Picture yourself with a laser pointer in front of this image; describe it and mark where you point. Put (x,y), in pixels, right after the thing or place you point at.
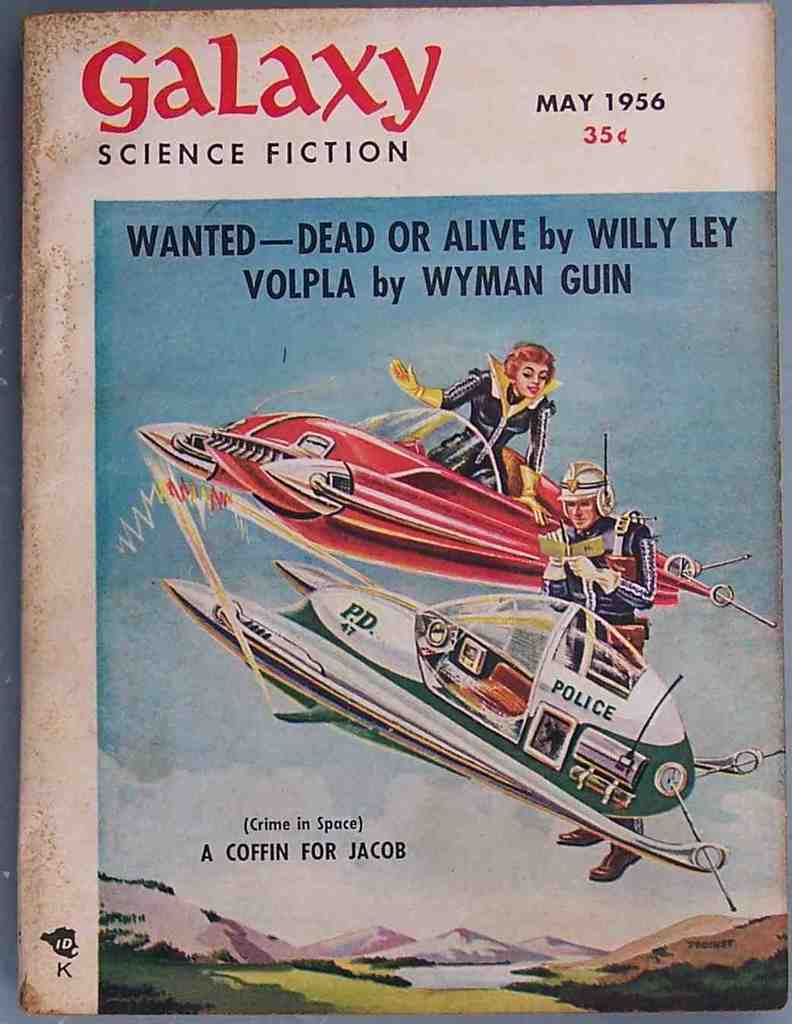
This is a poster (196,204) with something written on that. Also there is a painting (268,552) of aircraft (281,438) and two people (514,421). At the bottom (291,965) there are hills (154,936) and water (466,979).
